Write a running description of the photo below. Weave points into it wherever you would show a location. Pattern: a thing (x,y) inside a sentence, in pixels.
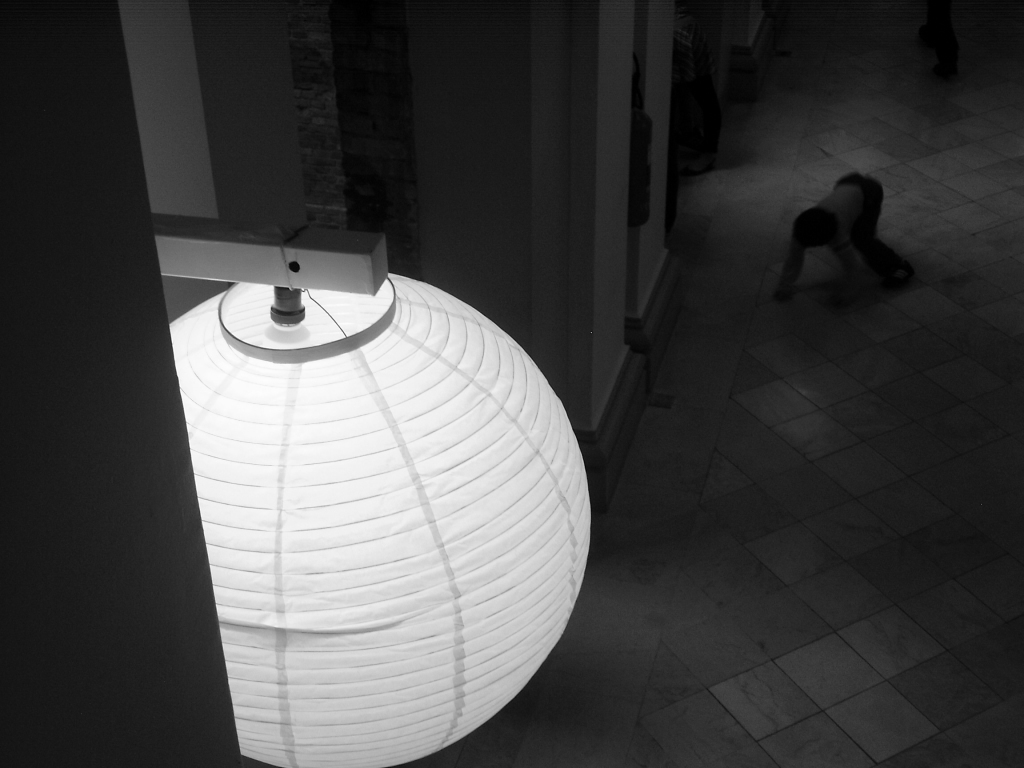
In this image I can see there are persons (865,223) standing on the floor (820,416). And it looks like inside of the building (529,207). And there is a wall (345,217). And there are clothes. And there is a light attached to the rod (237,267).
